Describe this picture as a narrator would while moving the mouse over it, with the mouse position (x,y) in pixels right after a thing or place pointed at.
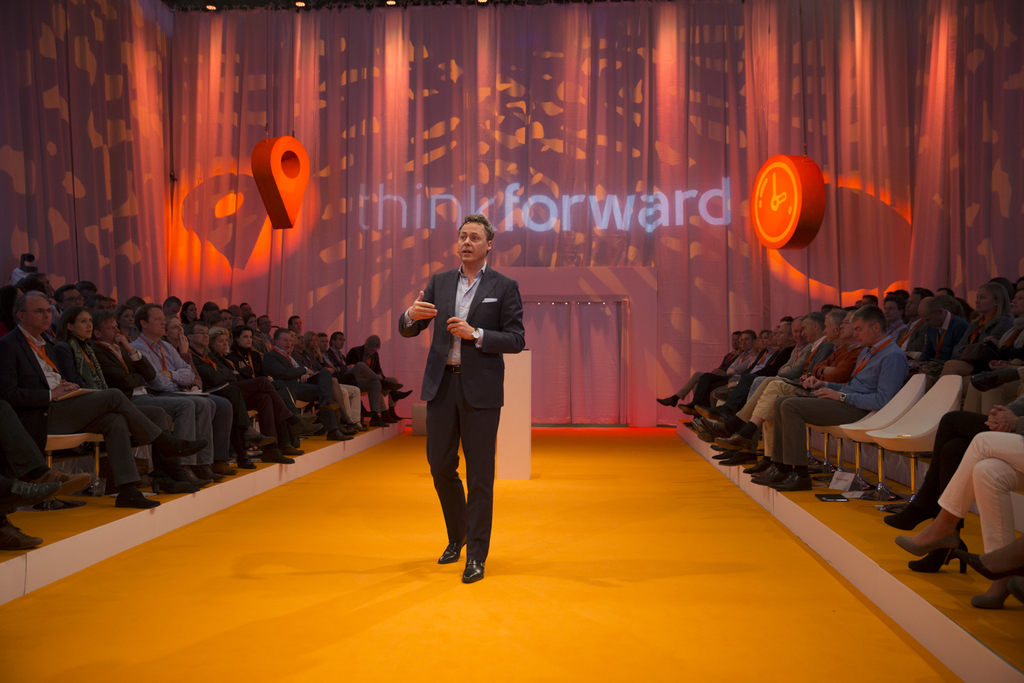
In the picture we can see a man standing on the floor (702,544) and talking something, he is with a black blazer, and shirt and both the sides of him we can see people (949,500) are sitting on the chairs (950,392) and watching him and in the background (831,288) we can see a wall (613,253) with some designs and name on it as think forward.
